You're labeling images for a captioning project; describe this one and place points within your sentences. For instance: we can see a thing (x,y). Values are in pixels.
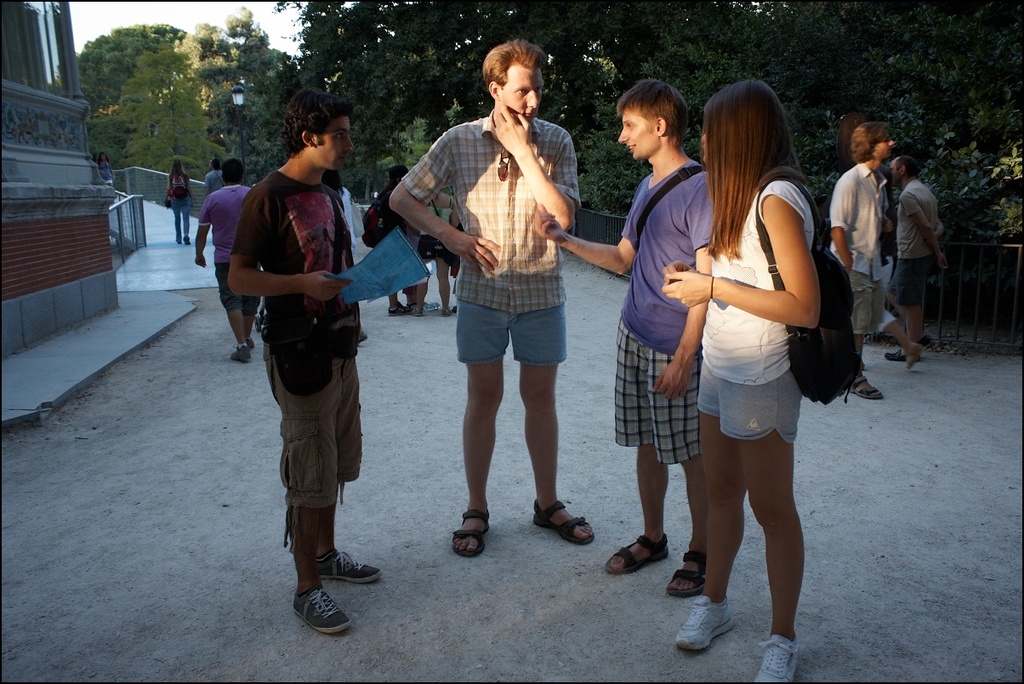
In this image we can see many people (779,219). Some are wearing bags (776,280). One person (316,263) is holding something in the hand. On the left side (72,202) there is a building (42,142). In the back (211,69) there are trees (817,101). Also there are railings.
